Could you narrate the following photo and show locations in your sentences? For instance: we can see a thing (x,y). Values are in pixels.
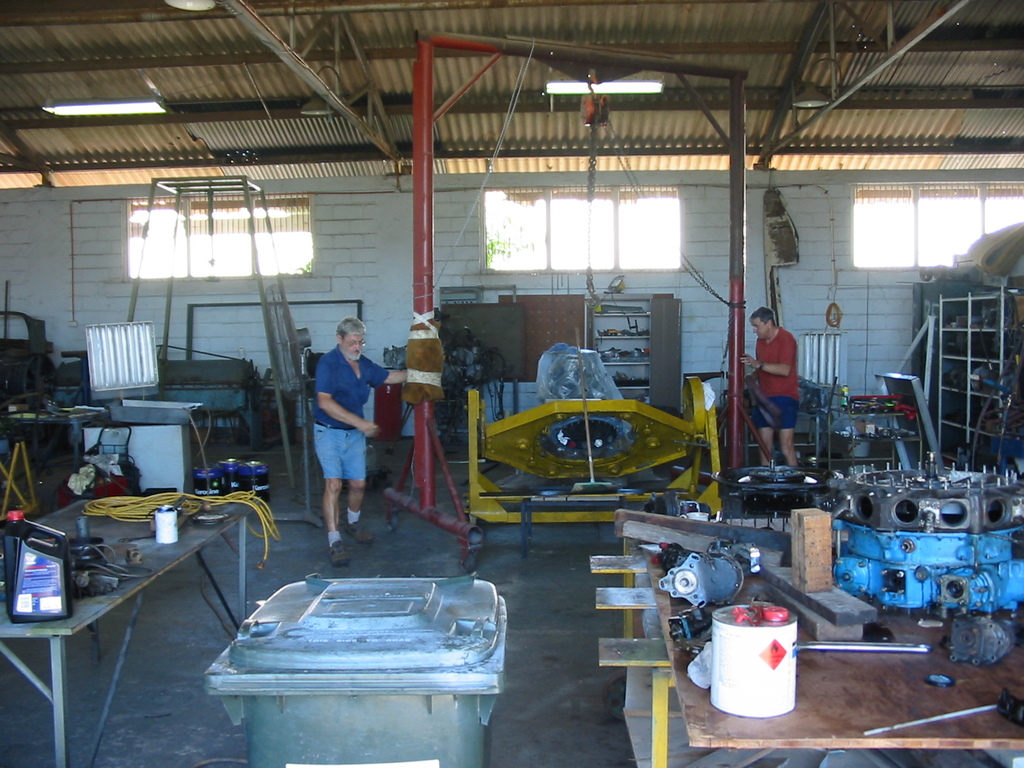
In this image, we can see an inside view of a shed (851,120). There are two persons (788,420) wearing clothes (778,380). There are some objects (624,300) in front of the wall (847,357). There windows (636,250) in the middle of the image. There is a trash bin (464,613) at the bottom of the image (464,660). There is a table (53,653) in the bottom left (86,697) and in the bottom right of the image (966,727). There are spare parts (795,490) on the right side of the image (945,542). There is a can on the left side of the image (13,510). There are lights (196,8) at the top of the image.
